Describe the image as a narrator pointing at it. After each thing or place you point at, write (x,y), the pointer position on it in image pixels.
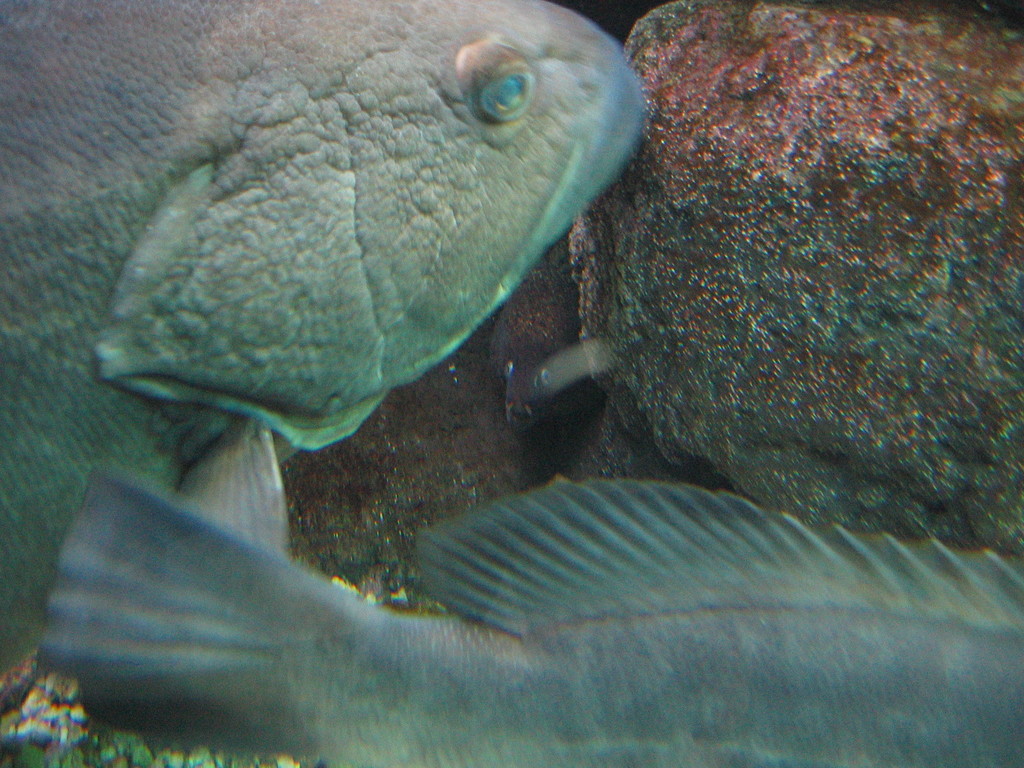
This seems like a water body (673,467) and here we can see fishes (385,333) and rocks (699,304).
